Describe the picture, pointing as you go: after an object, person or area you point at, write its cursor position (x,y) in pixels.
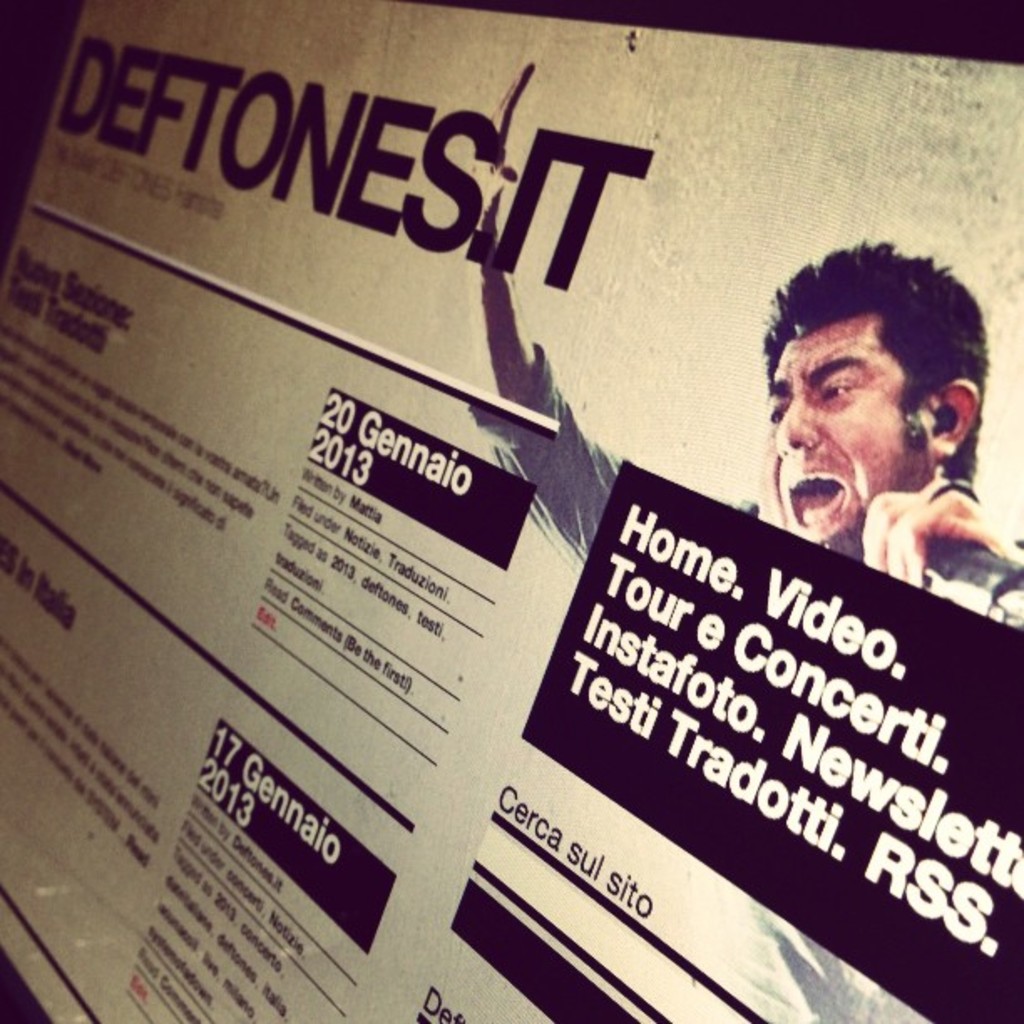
This is a poster and in this poster we can see a man (814,328), some text (334,493).
